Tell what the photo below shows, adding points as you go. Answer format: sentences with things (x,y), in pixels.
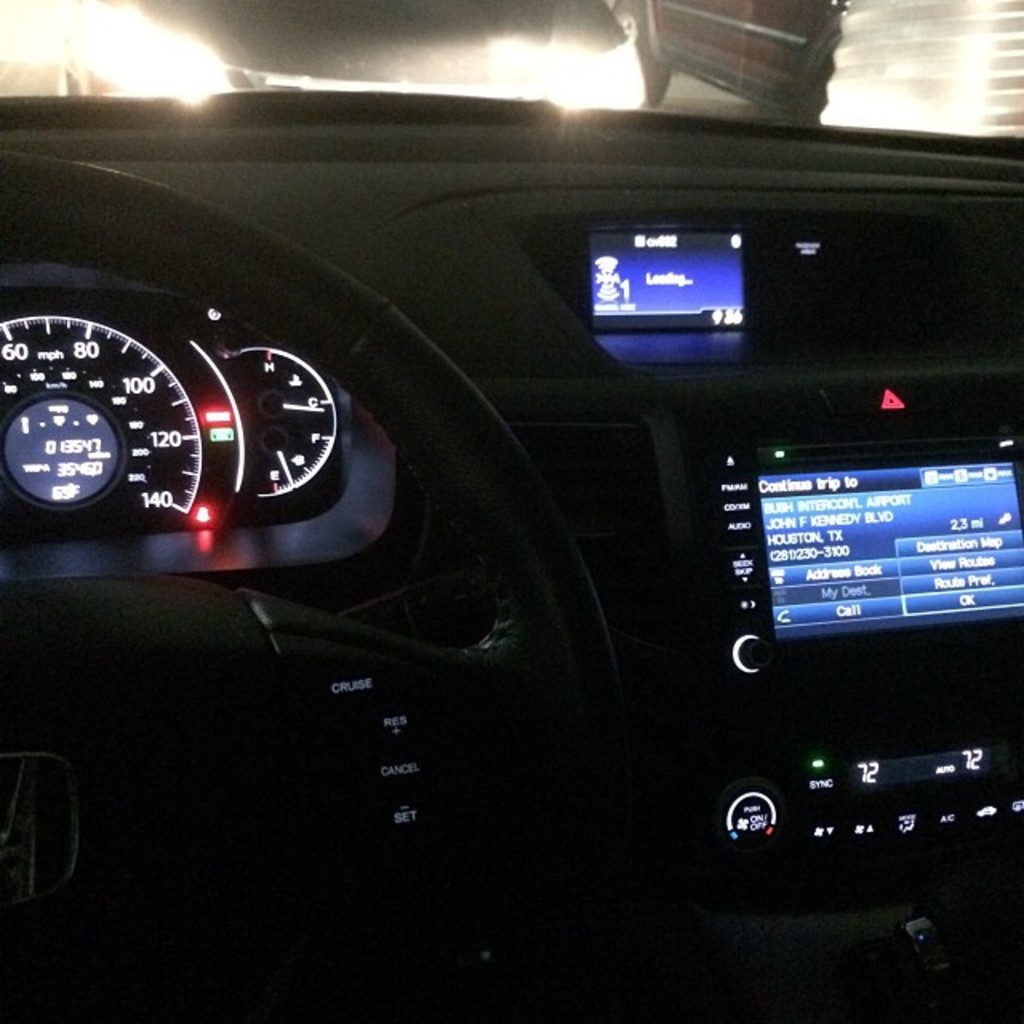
In the picture I can see the inside parts (880,349) of a car (709,114). I can see the steering (11,639) and speed indicating meters (208,362) on the left side (311,490). I can see the sound system (908,527) on the right side (908,527). There is a glass (852,41) at the top of the picture (665,55).
